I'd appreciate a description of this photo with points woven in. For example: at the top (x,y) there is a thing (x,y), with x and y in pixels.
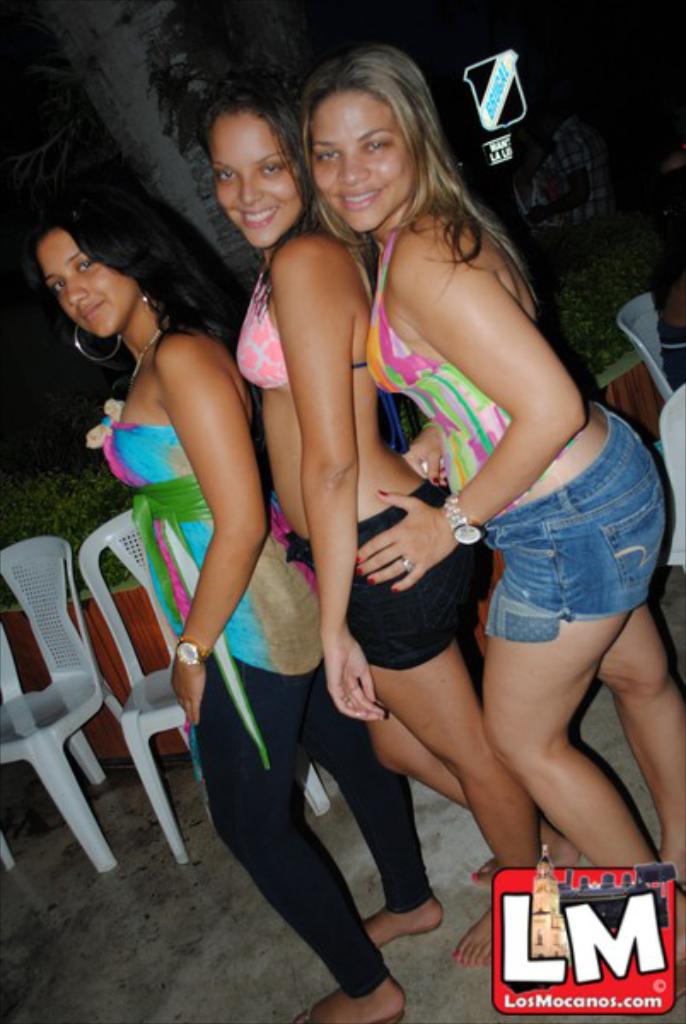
In this image I can see three women (439,564) standing. There are chairs (88,683). At back (113,71) side we can see a tree (128,60).
